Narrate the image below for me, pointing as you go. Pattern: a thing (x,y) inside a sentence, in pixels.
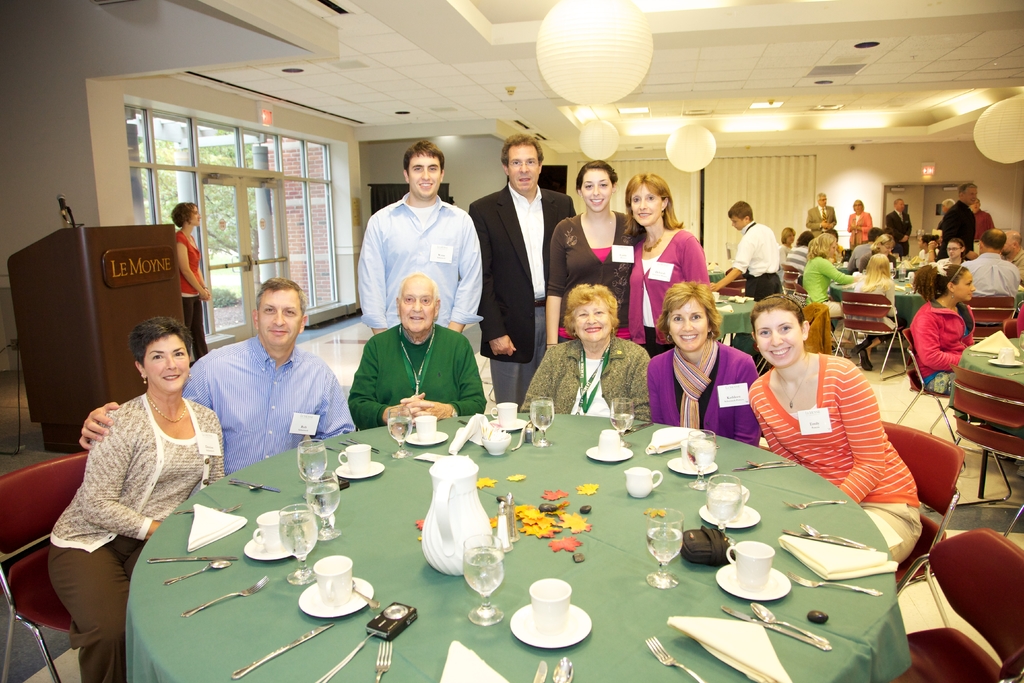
In this image few persons (94,675) are sitting on the chairs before a table (409,498). Few persons (473,232) are standing on the floor (341,332). There is a kettle (480,525), cups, saucers (345,608), camera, spoons (560,679), forks (263,583), knives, napkins (847,556) and few objects (696,535) are on the table (513,580). Right side (1004,366) few persons (887,292) are sitting on the chairs (999,396) before tables (969,359). Few persons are standing on the floor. Few lights (1006,140) are attached to the roof (756,120). Left side (184,242) there is a person (186,270) wearing a red top (188,256) is standing beside the door (227,246). Beside her there is a podium (68,269) having mike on it.
